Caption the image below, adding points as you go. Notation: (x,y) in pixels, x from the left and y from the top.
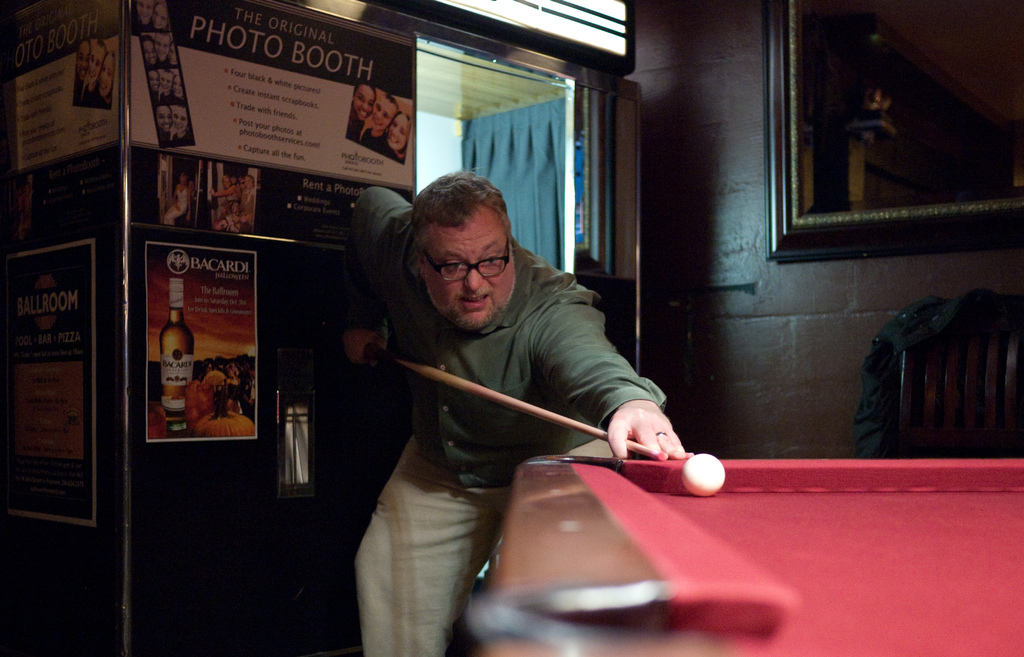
In this image I can see a person (564,329) playing the game snooker. He is in front of the Snooker board (622,535) and holding the stick (606,442). He is wearing a green color shirt (568,350). There is a ball (710,486) on the board (688,495). In the back (319,200) there are many papers (334,136) attached and a frame (796,174) to the wall (848,263). I can see a curtain (539,198).
